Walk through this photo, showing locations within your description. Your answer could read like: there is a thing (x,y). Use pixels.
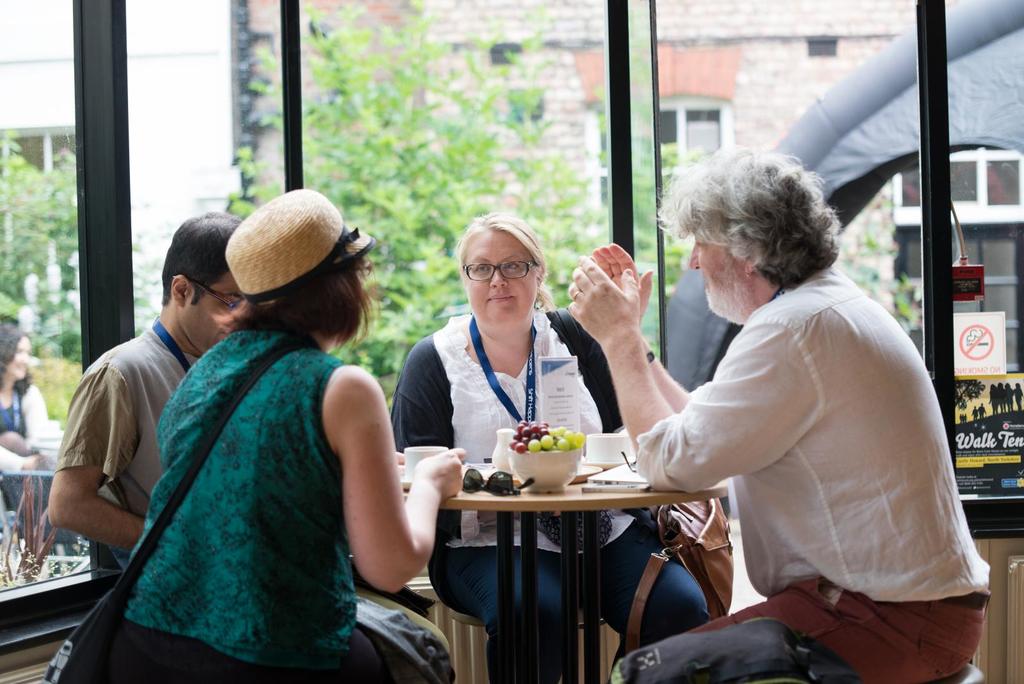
In this image I can see a group of people (867,535) are sitting together. Here on this table (505,500) I can see fruits (563,443) in a bowl (543,458) and a cup (405,455). In the background (554,142) I can see few trees (308,166) and a building (499,62).
